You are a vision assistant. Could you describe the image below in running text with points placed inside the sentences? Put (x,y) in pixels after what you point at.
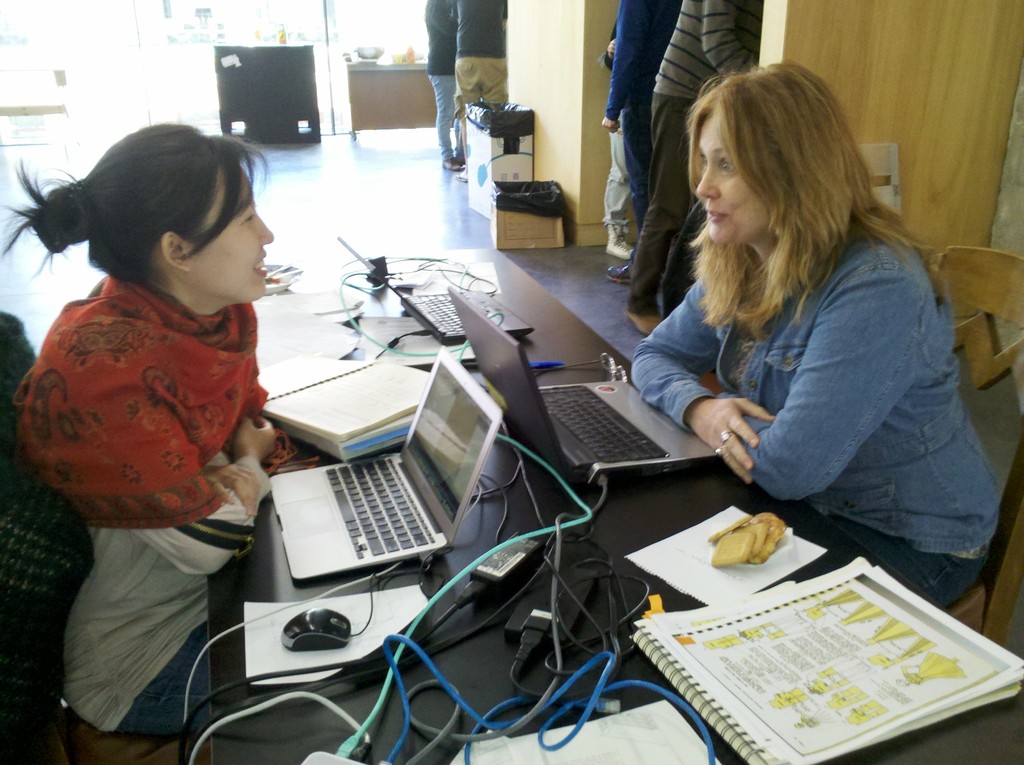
In this image I can see two women (940,454) are sitting on chairs (1003,613). Here on this table (507,670) I can see few laptops (433,439) and few books (828,729). In the background (701,13) I can see few more people (688,49).
